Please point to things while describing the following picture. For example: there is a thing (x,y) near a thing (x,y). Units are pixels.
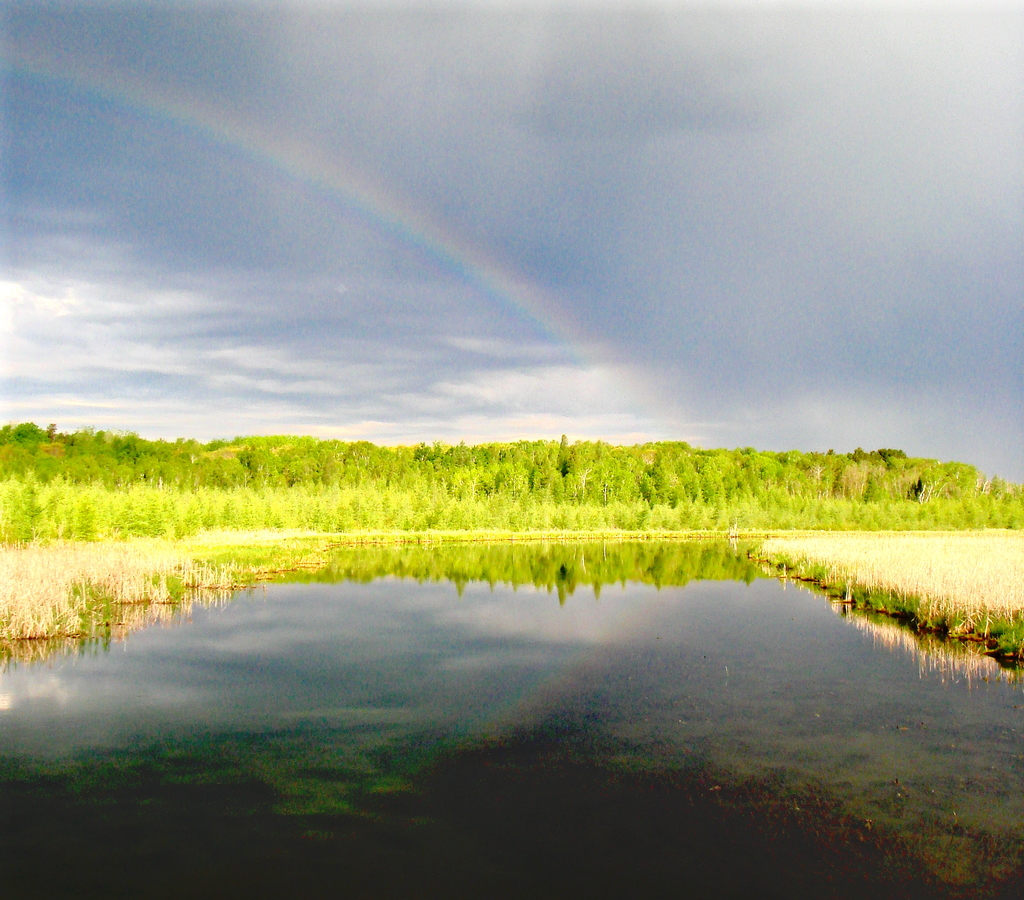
In this image I can see the water (529,698), background (662,515) I can see few trees (189,511) in green color and I can also see the rainbow (472,266) and the sky (632,197) is in white and gray color.
